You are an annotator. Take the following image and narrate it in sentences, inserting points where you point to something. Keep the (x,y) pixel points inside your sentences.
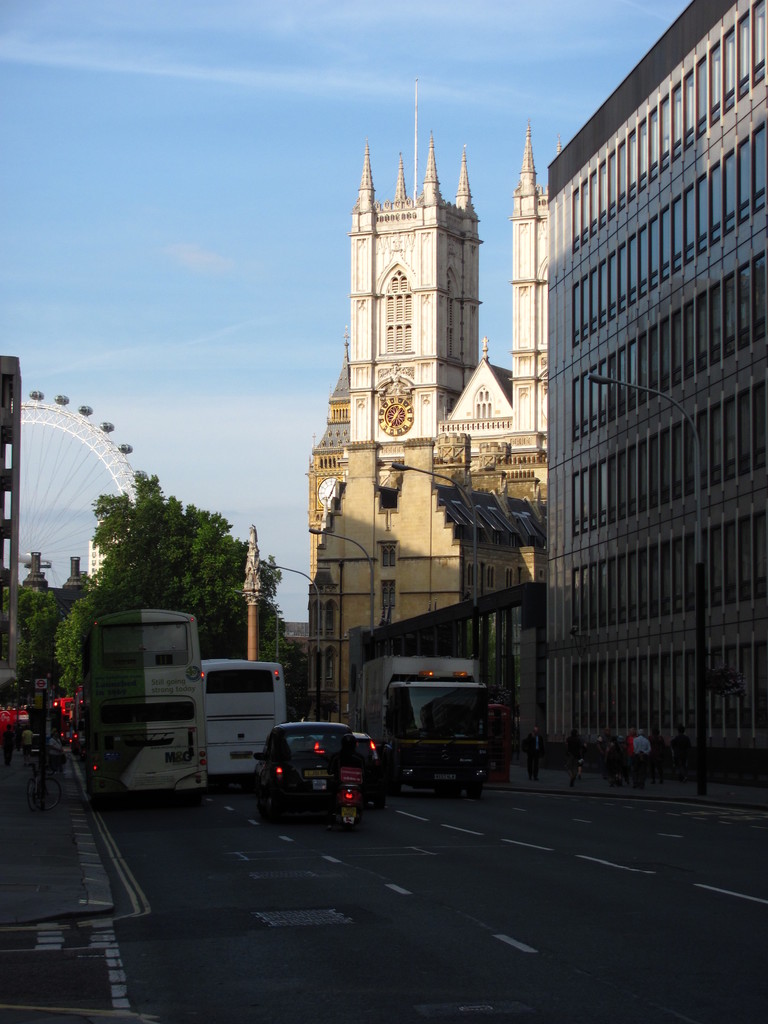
In the image in the center (406,671) we can see few vehicles (410,715) on the road (321,856). And we can see poles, trees (168,580), buildings (349,545), windows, wall clock (403,417), wall (504,560) and few people (676,748) were walking on the road (211,1018). In the background (171,314) we can see the sky (325,275), clouds (340,79) and one giant wheel (73,426).
